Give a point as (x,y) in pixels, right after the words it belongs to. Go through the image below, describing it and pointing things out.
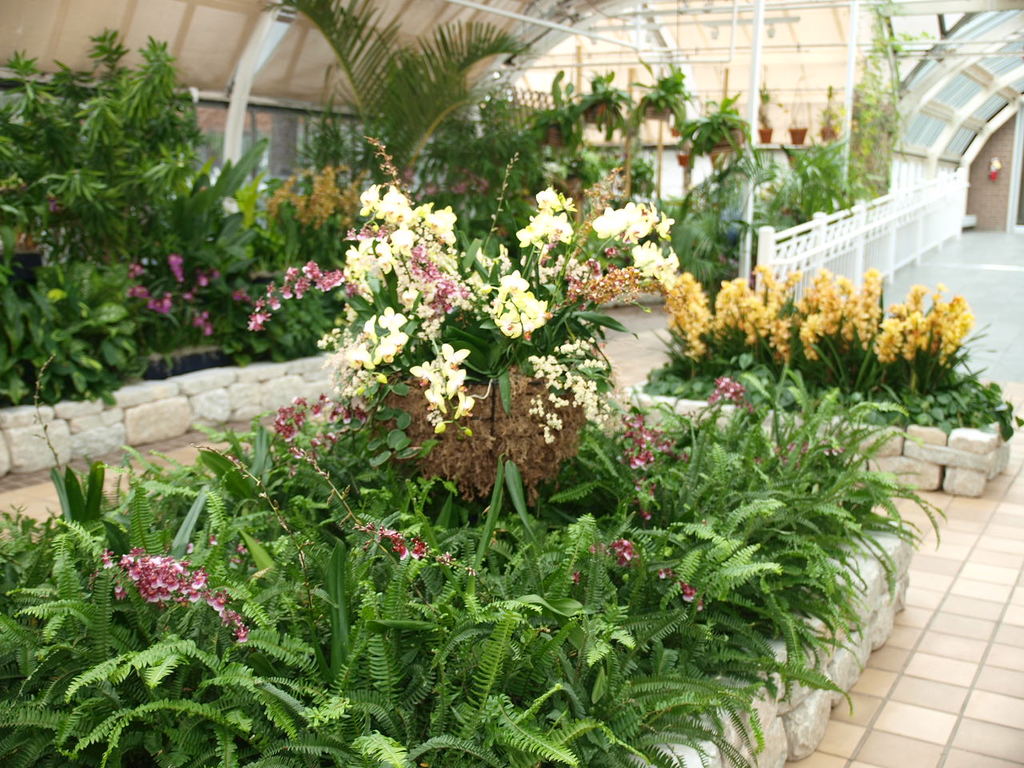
In the image we can see grass plants (524,611) and flower plants (452,321). Here we can see the floor (933,715), fence (802,239), pots (770,139) and the stone wall (144,415).
